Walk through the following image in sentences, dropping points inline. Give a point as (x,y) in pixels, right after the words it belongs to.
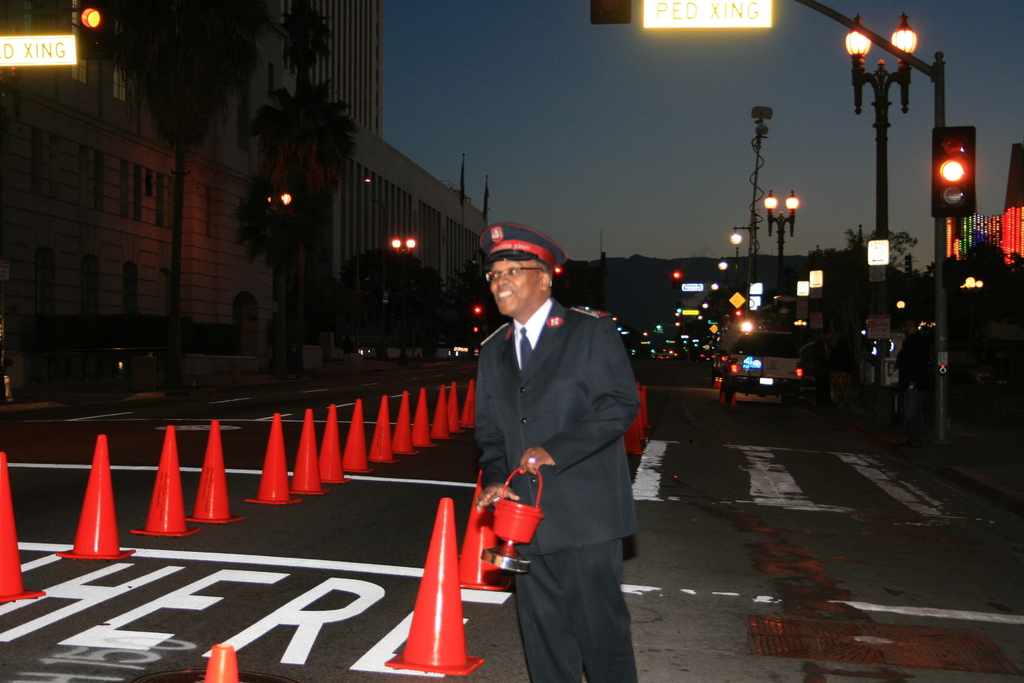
In this image we can see a man (540,601) standing on the road (659,546) and he is holding an object (522,516) in his hands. Here we can see the barriers (456,388) and vehicles (736,331) on the road (703,384). Here we can see the building (110,254). Here we can see the decorative light poles (793,231) and traffic signal pole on the side of the road (501,605).
